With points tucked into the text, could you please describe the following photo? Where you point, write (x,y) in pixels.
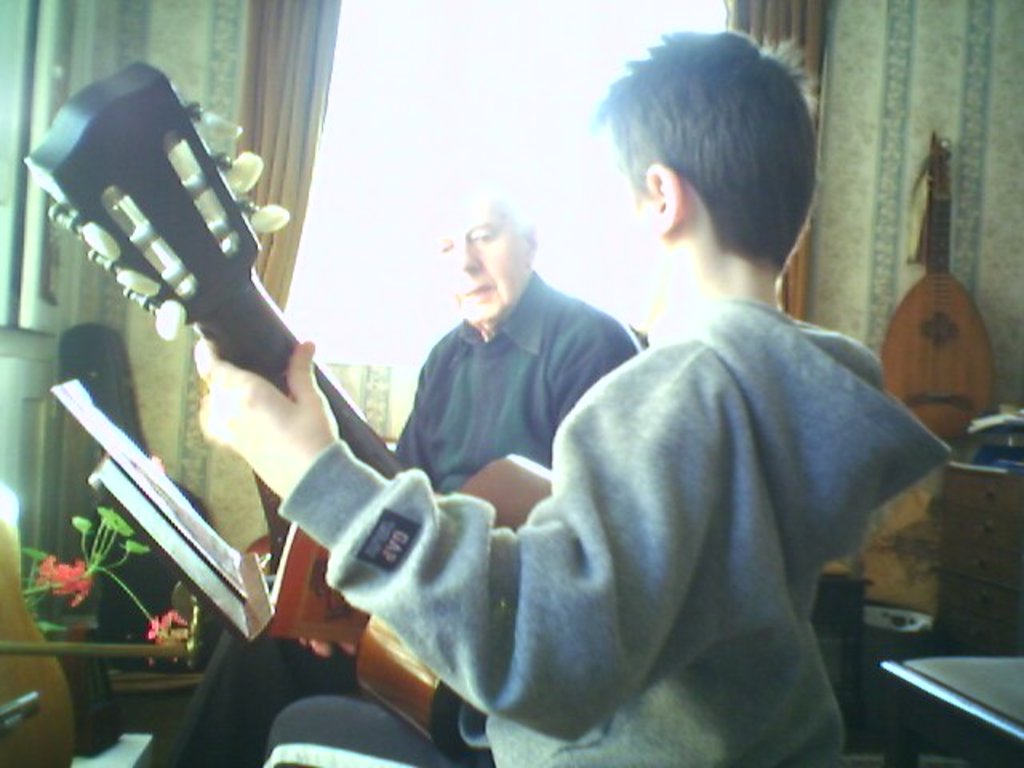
In this image i can see two persons (575,378) holding a guitar (500,472) at the back ground (308,269) i can see a curtain (313,124) and a window (336,193).
